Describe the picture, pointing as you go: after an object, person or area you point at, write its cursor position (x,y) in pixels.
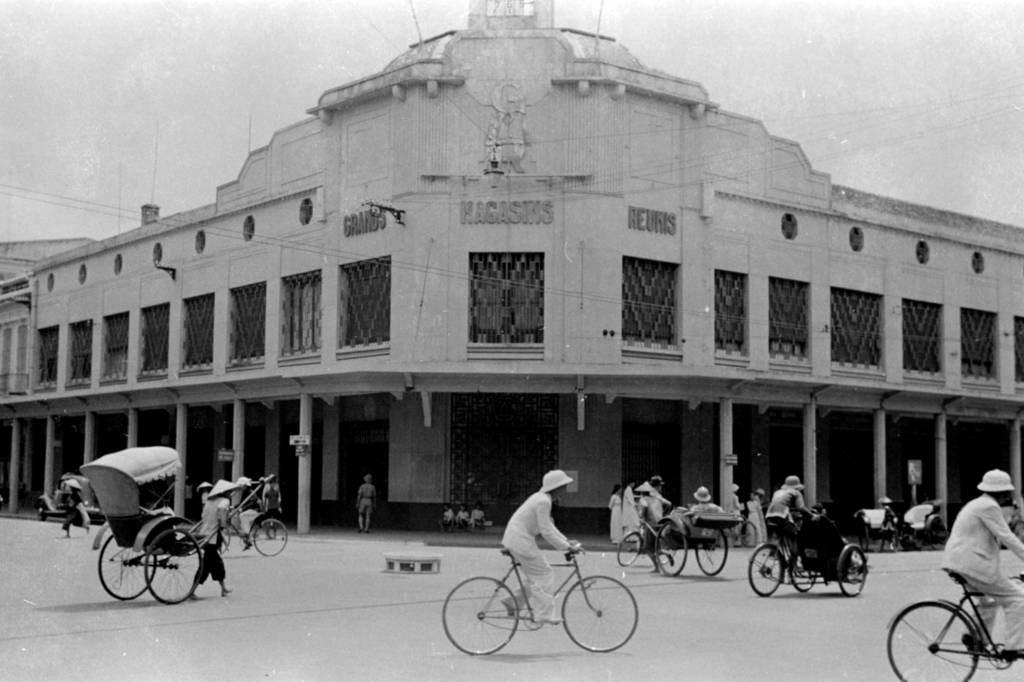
In this picture there is a man (521,550) riding a bicycle (518,568). There is another man (204,530) riding a rickshaw (167,541). There are few people (656,509) riding vehicles (825,560). There is a building (476,285) at the background (423,353).
